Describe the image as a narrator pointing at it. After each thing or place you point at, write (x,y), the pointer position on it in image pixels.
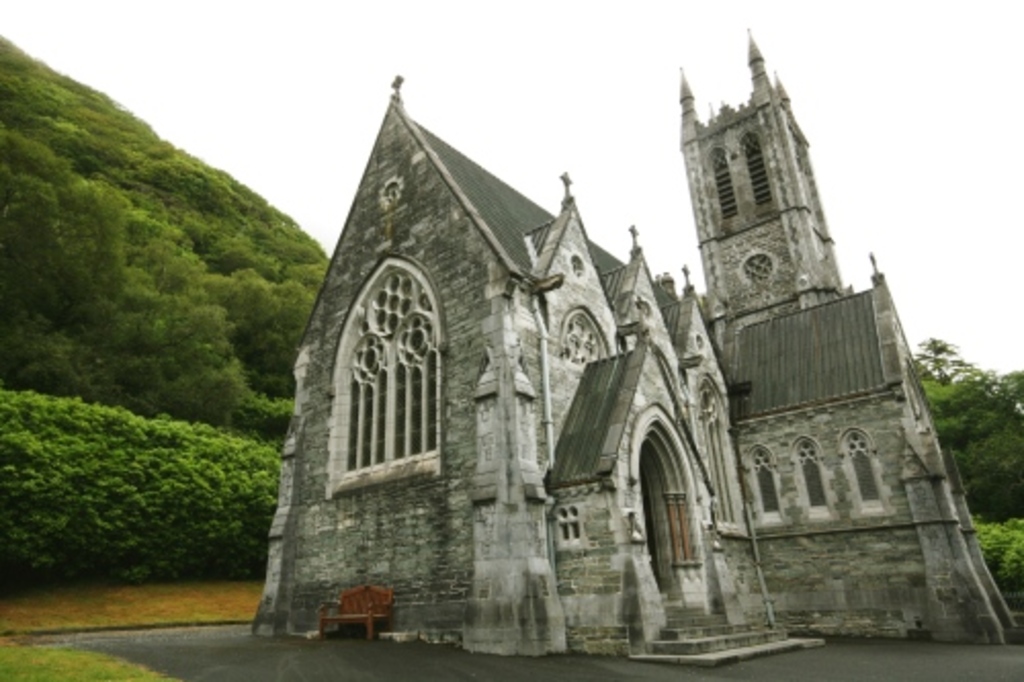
In this image we can see there is a building (496,568), there is a bench (334,617) beside to it and there is a mountain (205,192) covered with some trees (174,337) and plants (163,447).
